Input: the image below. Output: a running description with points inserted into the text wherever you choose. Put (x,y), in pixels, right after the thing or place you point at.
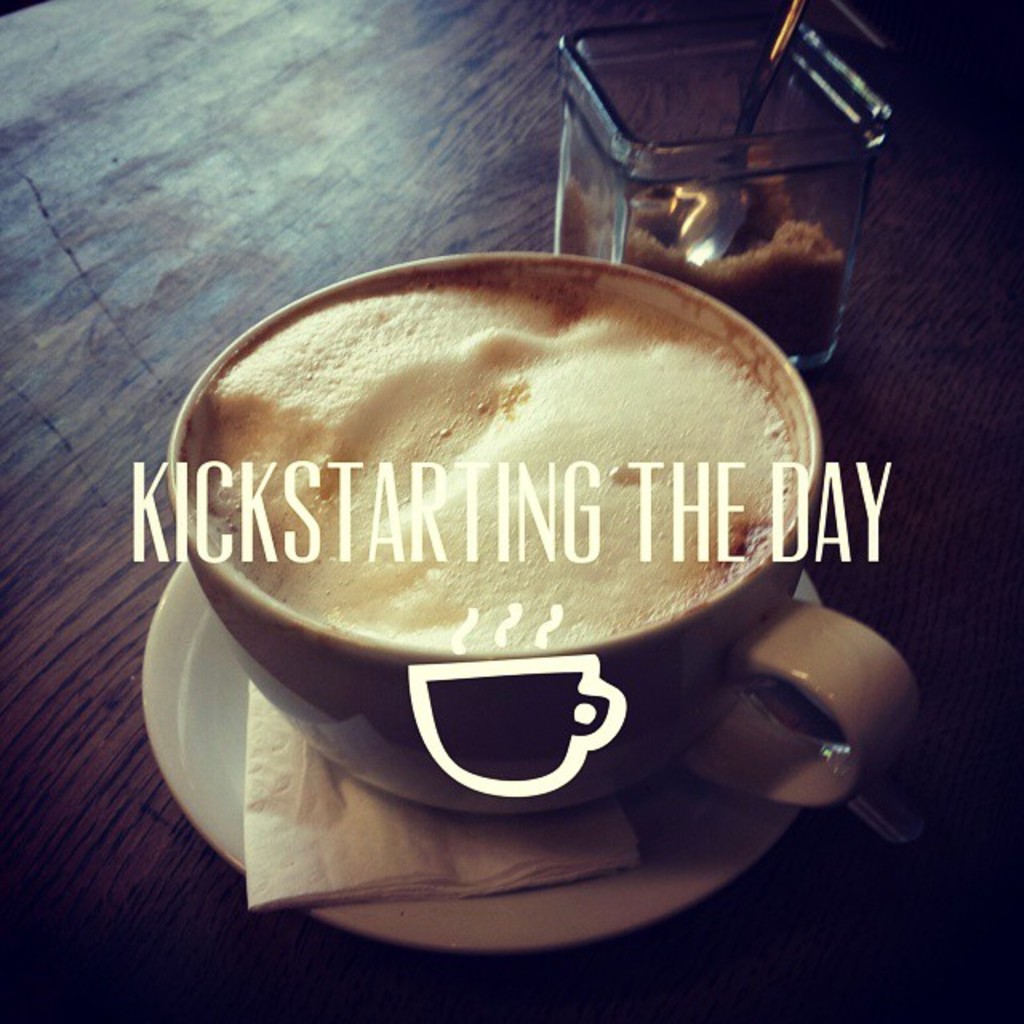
In this image we can see the coffee cup (376,552) and saucer (156,719), tissue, beside there is a glass jar (587,141), spoon (786,38) on the wooden surface (437,71).
